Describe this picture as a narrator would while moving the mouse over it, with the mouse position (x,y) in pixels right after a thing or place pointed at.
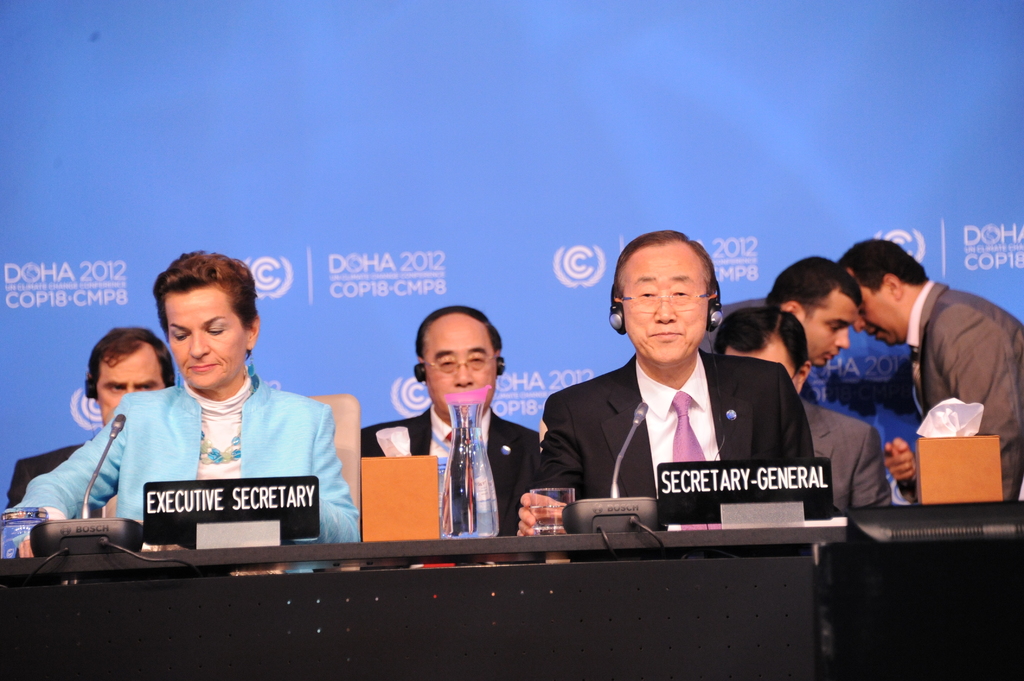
Here in this picture we can see a group of people (489,427) sitting on chairs (344,462) over a place and in the front (448,510) we can see a table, on which we can see microphones (74,520), name boards (202,491) and water (463,428) with tissue boxes (437,459) present over there and we can see some of them are listening in the headset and behind them we can see two men (850,312) standing and talking and we can also see a banner (835,386) present behind them.
